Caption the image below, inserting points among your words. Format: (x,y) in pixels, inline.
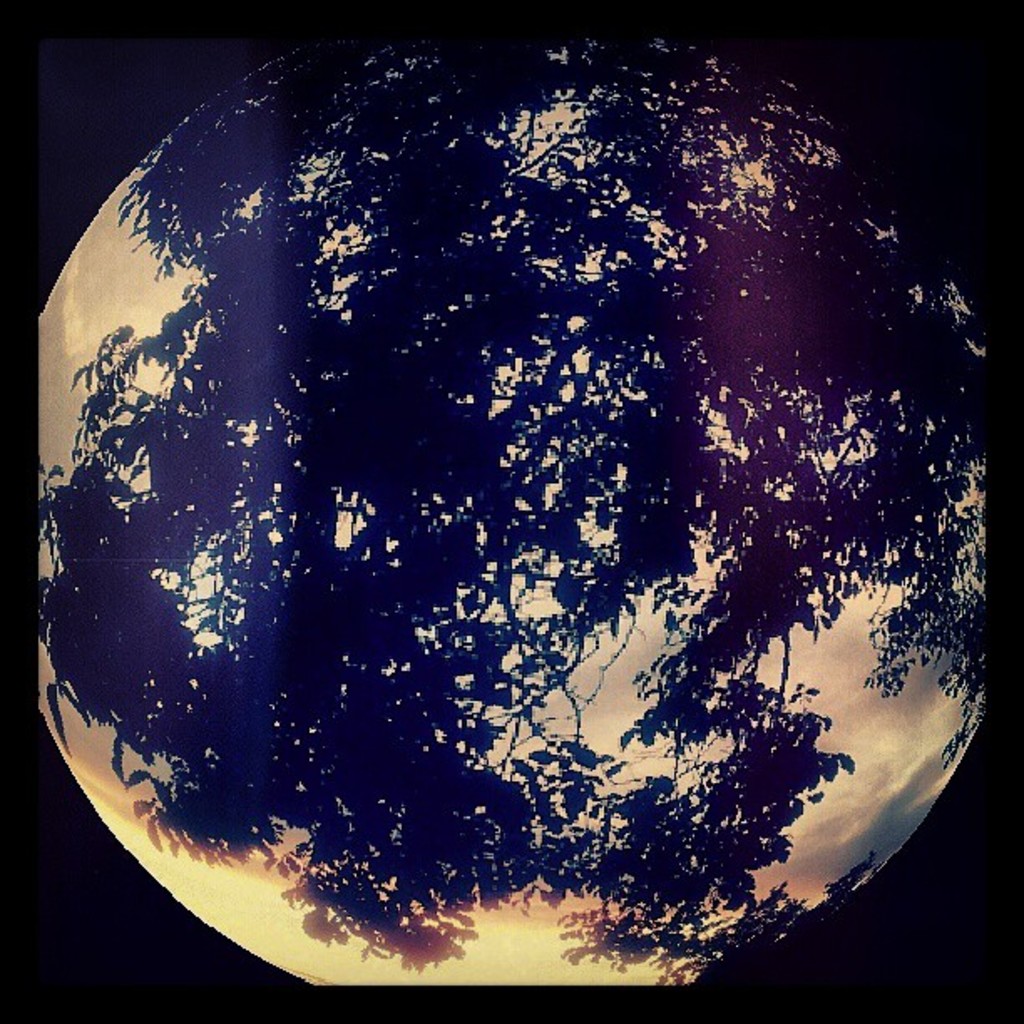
As we can see in the image there is a tree reflection (311,815).
